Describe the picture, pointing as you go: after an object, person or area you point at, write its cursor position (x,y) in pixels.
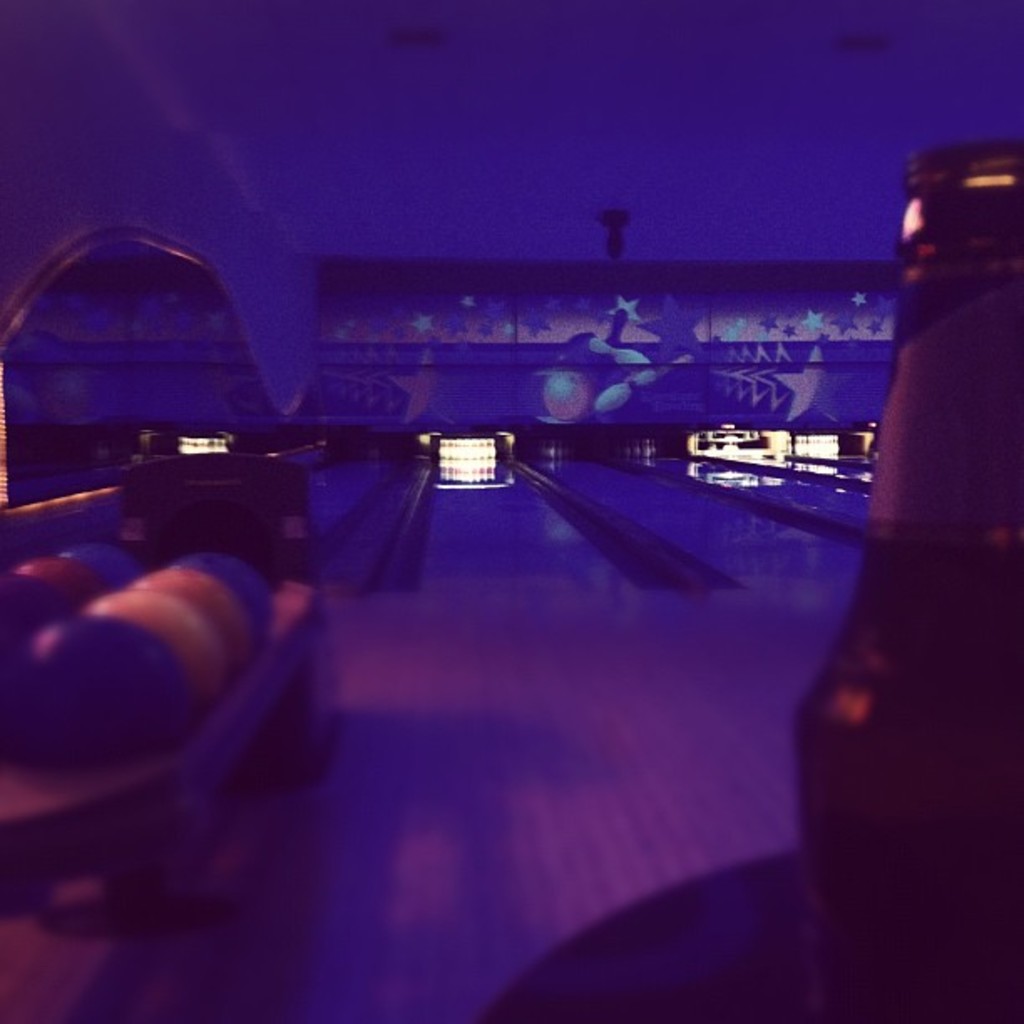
This image is taken in a gaming zone (403,600) in the front (874,734) there is bottle (829,753). On the left side (228,624) there are balls (134,645).
